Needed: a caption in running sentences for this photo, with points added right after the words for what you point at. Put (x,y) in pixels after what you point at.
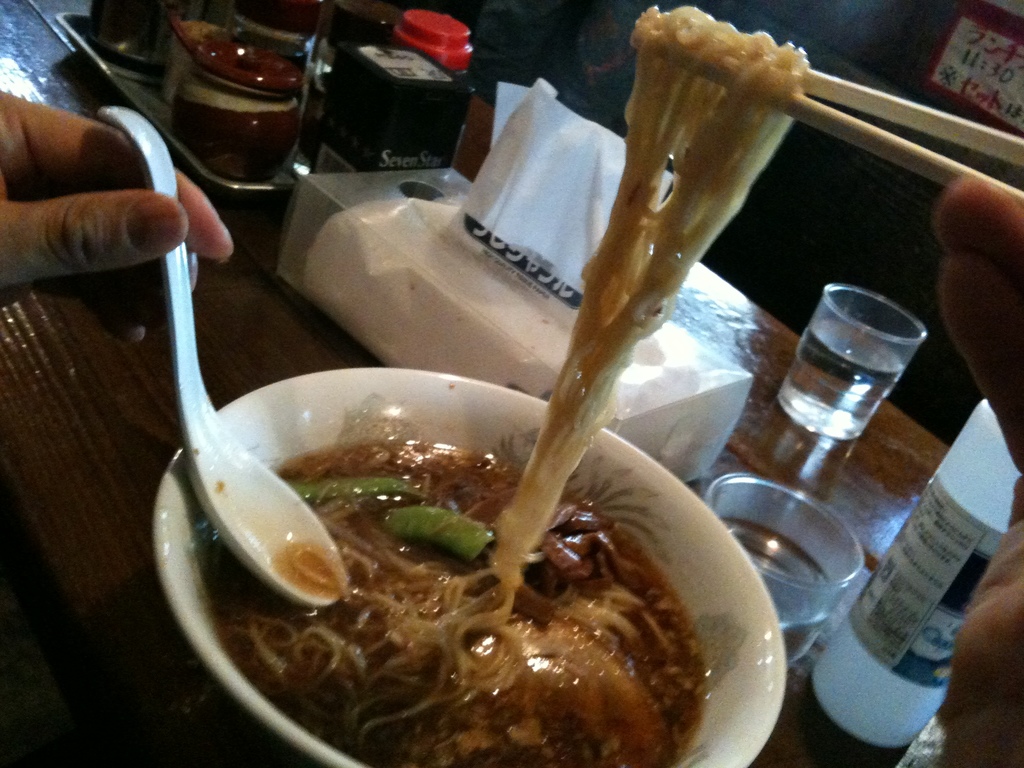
This is bowl (395,409) and the bowl (409,407) contains food (422,562), this is spoon (260,508) which is holding by a person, this is tissue paper box (508,286), this is glass (843,394), this is table (875,473), this is bottle (904,618).
